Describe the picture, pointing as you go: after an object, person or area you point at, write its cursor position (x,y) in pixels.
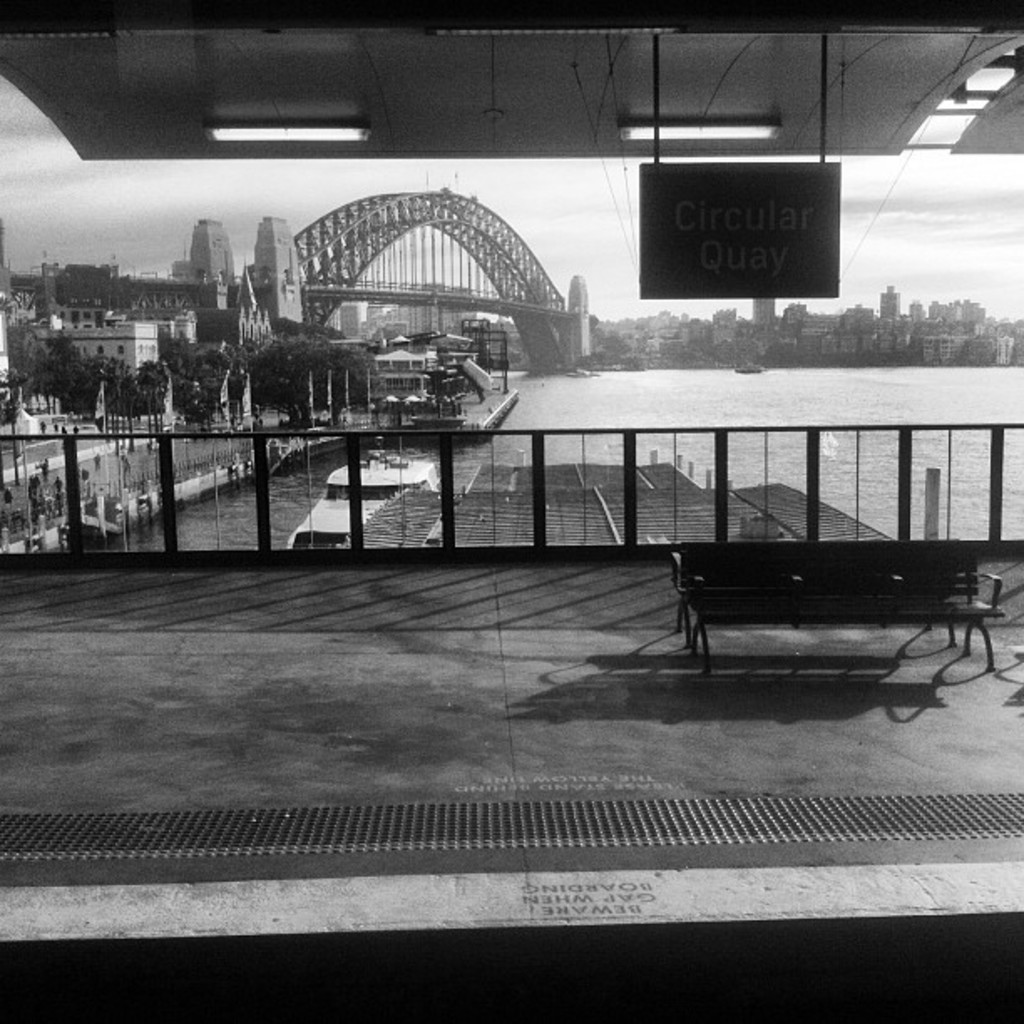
In this picture I can observe a bench (756,604) on the right side (701,591). There is a railing (491,472) in front of the bench (778,545). I can observe a bridge (444,294) over the river (598,388). In this picture I can observe some trees (213,362) and buildings (801,318). In the background (245,181) there is a sky (511,205). This is a black and white image.
